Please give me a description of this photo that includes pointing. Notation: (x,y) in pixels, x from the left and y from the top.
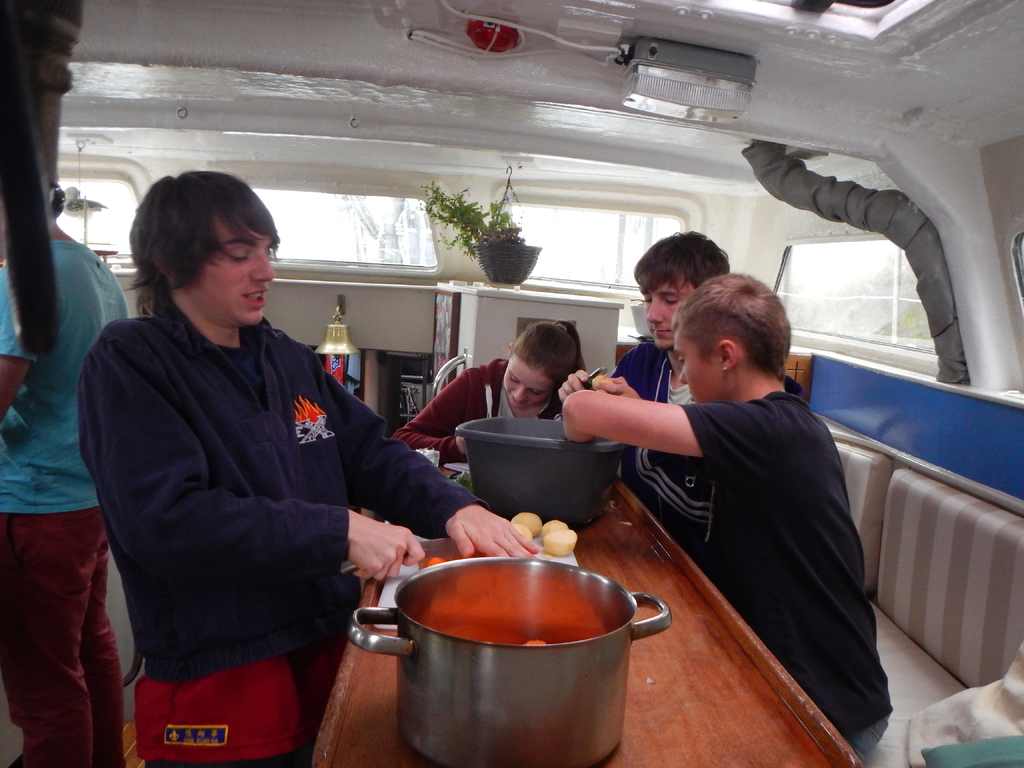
In this picture we can see few people (241,534), few are seated and few are standing, in the left side of the image (223,526) we can see a man (224,496), he is cutting vegetables (547,543), besides to him we can find bowls (619,595), in the background (516,240) we can see a plant (459,220) and a light (687,43).
